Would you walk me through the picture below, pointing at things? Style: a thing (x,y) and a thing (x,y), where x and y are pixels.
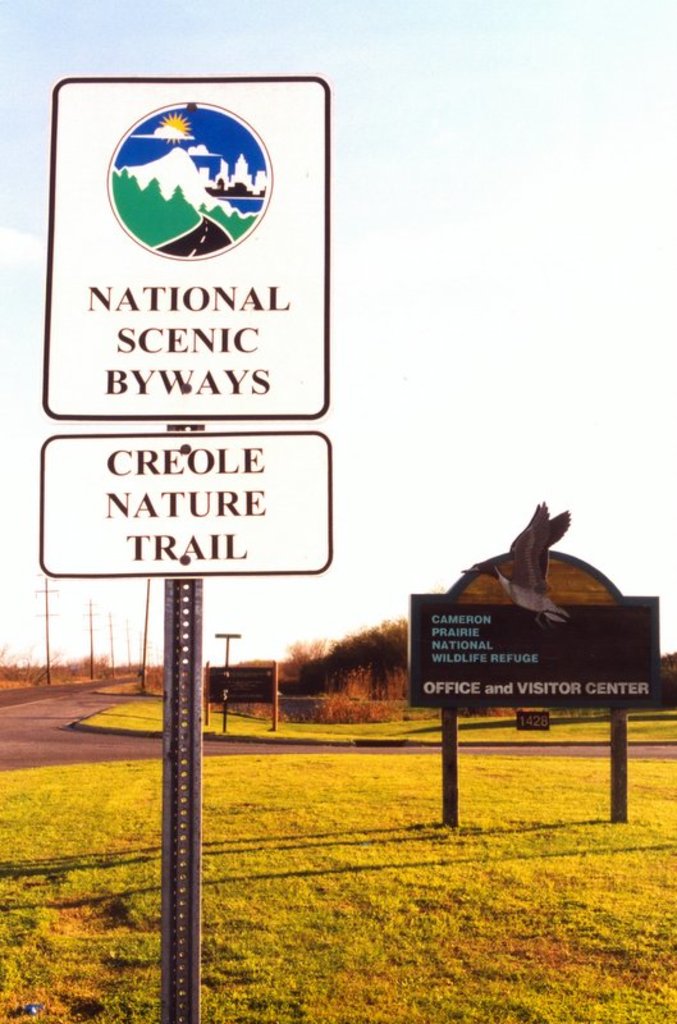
In the image there is a metal pole (189,655), there are two boards (197,365) attached to that pole (189,645) with some text (219,339) and behind that there is a board (430,626) dug into the ground (582,775) which is containing a lot of grass (209,812), behind that ground (240,760) there is an empty road (7,714) and in the background (336,659) there are some trees (375,660).
